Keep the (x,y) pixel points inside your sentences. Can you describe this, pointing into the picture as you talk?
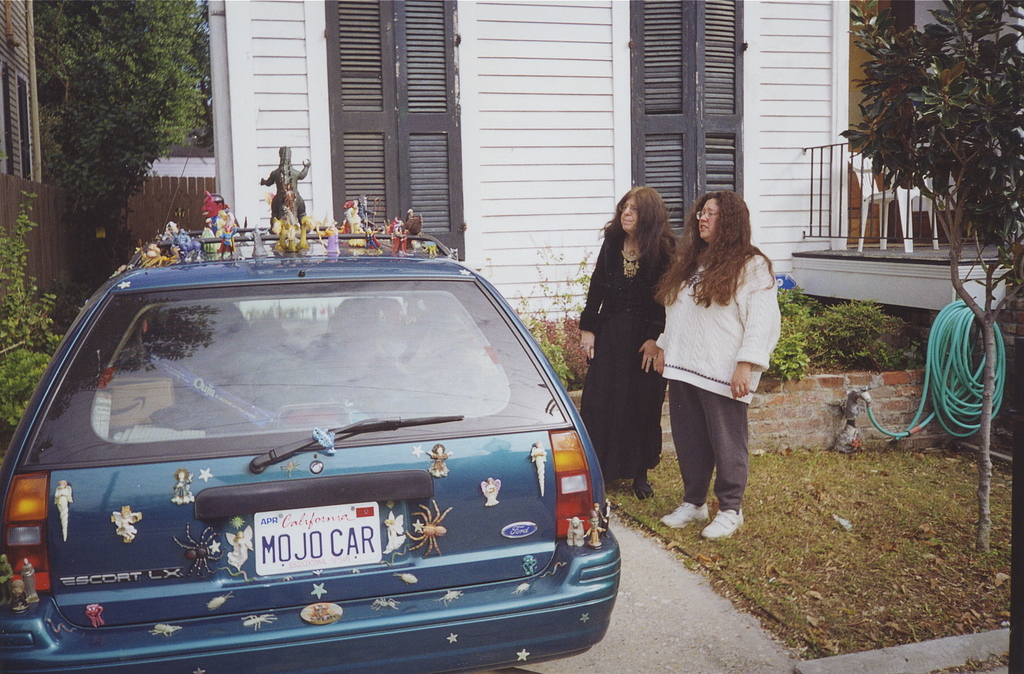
In this image we can see a car (372,523) that is placed on the ground (626,623) and toys (215,253) placed on the top of it. In the background (421,195) we can see wooden grill (145,193), climbers (138,35), building (443,116), windows (724,79), iron grill (929,196), chairs (907,196), tree (963,228), pipeline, grass (879,543), shredded leaves (957,607), bushes (853,343) and two women (677,345) standing on the ground (622,640).
